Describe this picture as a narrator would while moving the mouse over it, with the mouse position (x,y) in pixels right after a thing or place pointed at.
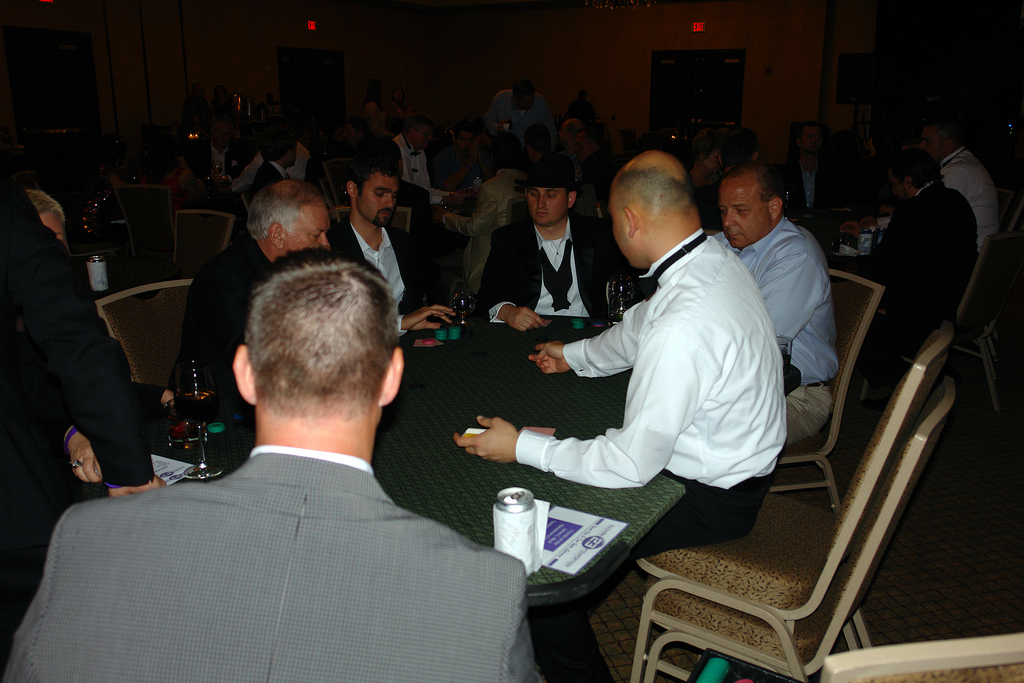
This picture describes about group of people (804,376) few are seated on the chair (806,596) and few are standing, in front of them we can find couple of glasses (621,295), coins (451,333), papers (601,531), tins (523,499) on the table (518,377), in the background (615,66) we can see a wall (607,53) and couple of lights (313,22).
